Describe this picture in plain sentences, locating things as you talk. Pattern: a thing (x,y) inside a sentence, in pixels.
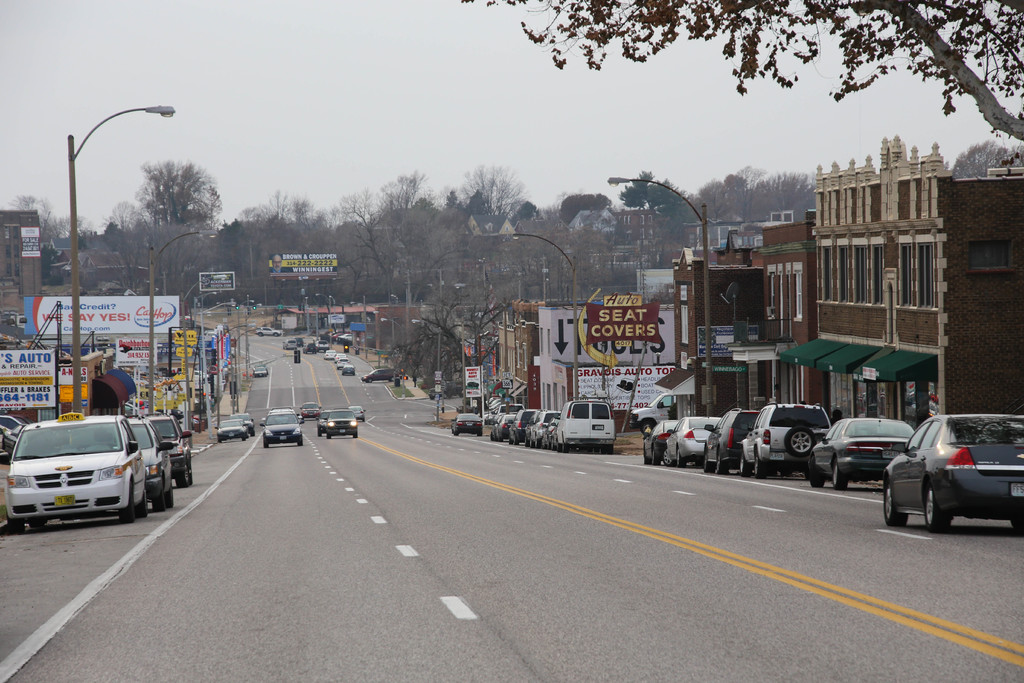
In the image on the road (306,446) there are many cars (78,417). There are many buildings (717,309) with wall (840,223), windows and roofs (293,310). And also there are poles (706,238) with street lights (706,225), name boards (24,387), sign boards (16,369) and banners (35,385). There are many trees (445,228) in the background (467,228). At the top of the image (440,129) there is a sky (568,73).
